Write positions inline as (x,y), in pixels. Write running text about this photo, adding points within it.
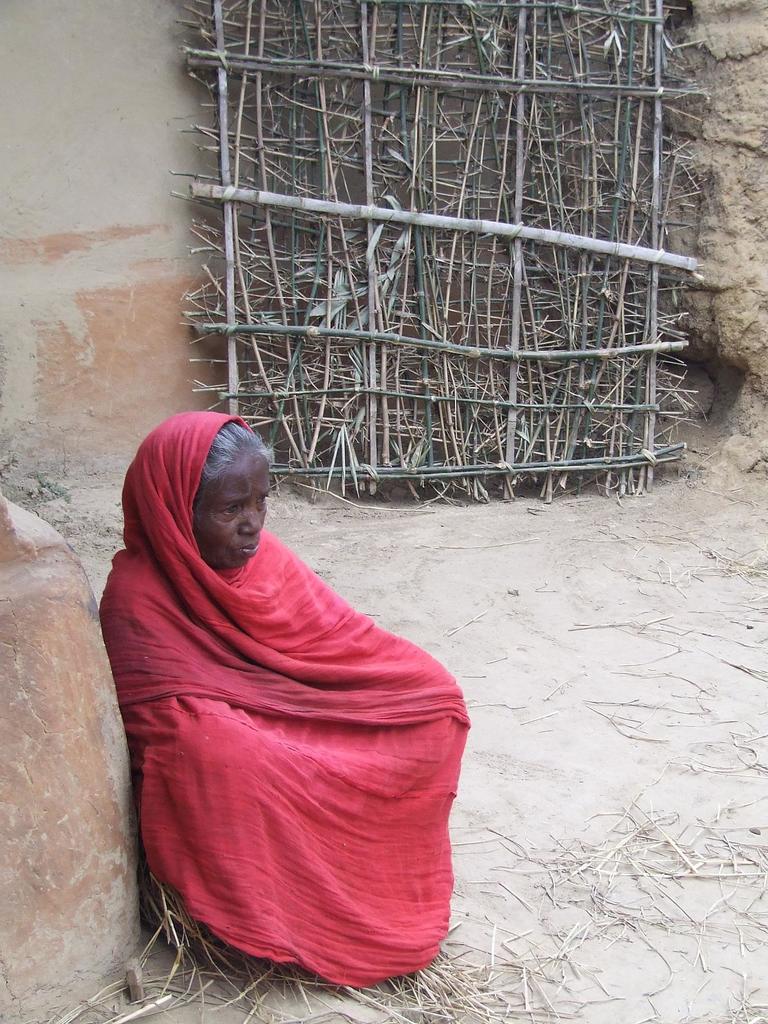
In this picture we can see an old woman (178,646) wearing red dress (344,704) and sitting on the ground (308,498). Behind we can see the bamboo and straw frame (366,307).
